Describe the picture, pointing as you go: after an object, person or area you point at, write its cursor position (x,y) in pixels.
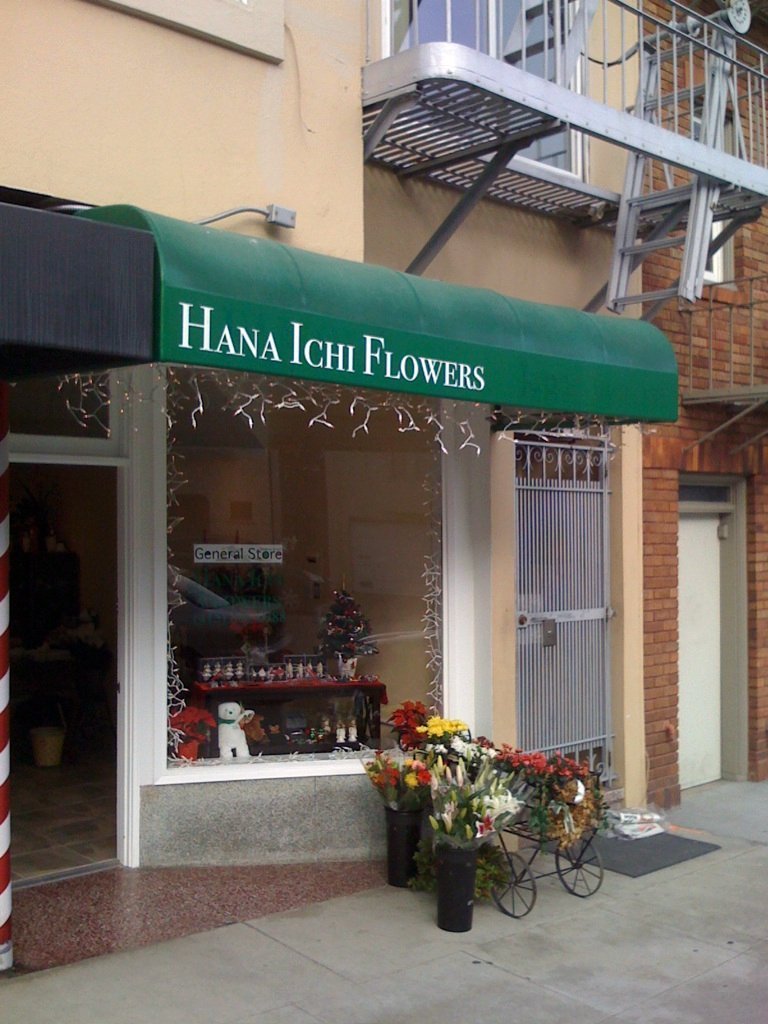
There are flower vases (396,785), which are having different color flowers (425,727), on the floor (308,920), near a shop (263,508), which is having a green color hoarding (201,325). In the shop (436,672), there are toys (222,727), flower bouquets (256,630) and bottles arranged on shelves (323,685). In the background (104,112), there is a gate (572,508) of the building (624,40), which is having glass windows (386,14) and there are other objects (728,189).
